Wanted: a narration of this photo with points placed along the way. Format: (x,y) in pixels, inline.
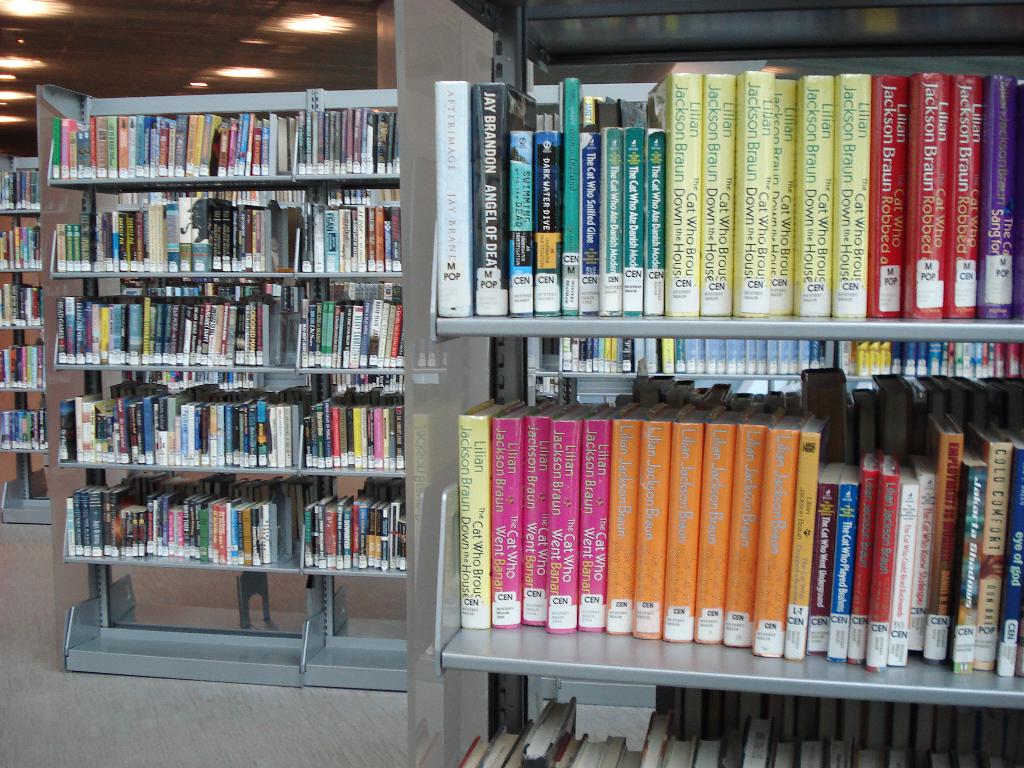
This image looks like it is clicked in a library (449,397). In the front (461,406), we can see many books (801,717) kept in the rack (920,696). At the bottom (109,738), there is floor (166,722). At the top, there are lights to the roof (43,36).
